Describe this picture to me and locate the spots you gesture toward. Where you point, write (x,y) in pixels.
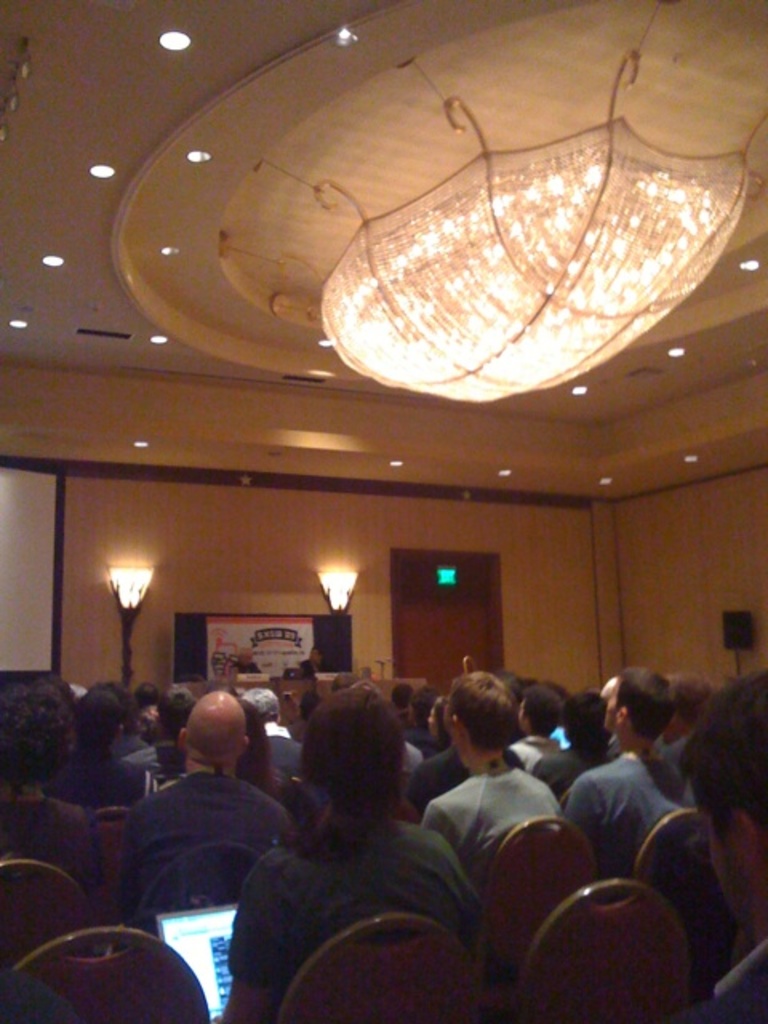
This picture shows the inner view of a building (133,117). There are some lights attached to the ceiling (321,161), some chairs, some objects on the table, few objects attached to the ceiling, one projector screen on the left side of the image (12,544), one speaker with pole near the wall (361,645) on the right side of the image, some people (359,743) sitting on the chairs (708,847) in front of the table (270,693), one person (256,999) holding laptop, two persons (238,667) sitting on the chairs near the table (333,680), one poster (260,632) with text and images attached to the blackboard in the wall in the background (284,622).
